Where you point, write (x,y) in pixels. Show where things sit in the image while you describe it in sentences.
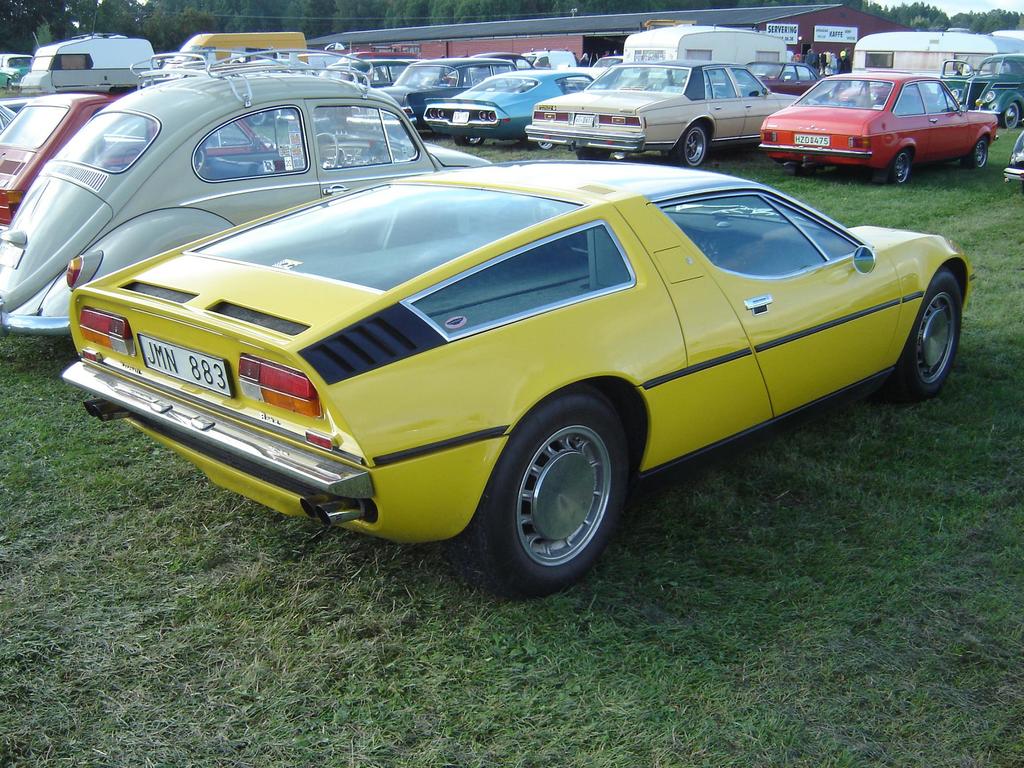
In this picture I can see number of vehicles (472,109) on the grass (930,573) and I can see the number plates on the vehicles (624,102). In the background (8,40) I can see number of trees (396,20).
